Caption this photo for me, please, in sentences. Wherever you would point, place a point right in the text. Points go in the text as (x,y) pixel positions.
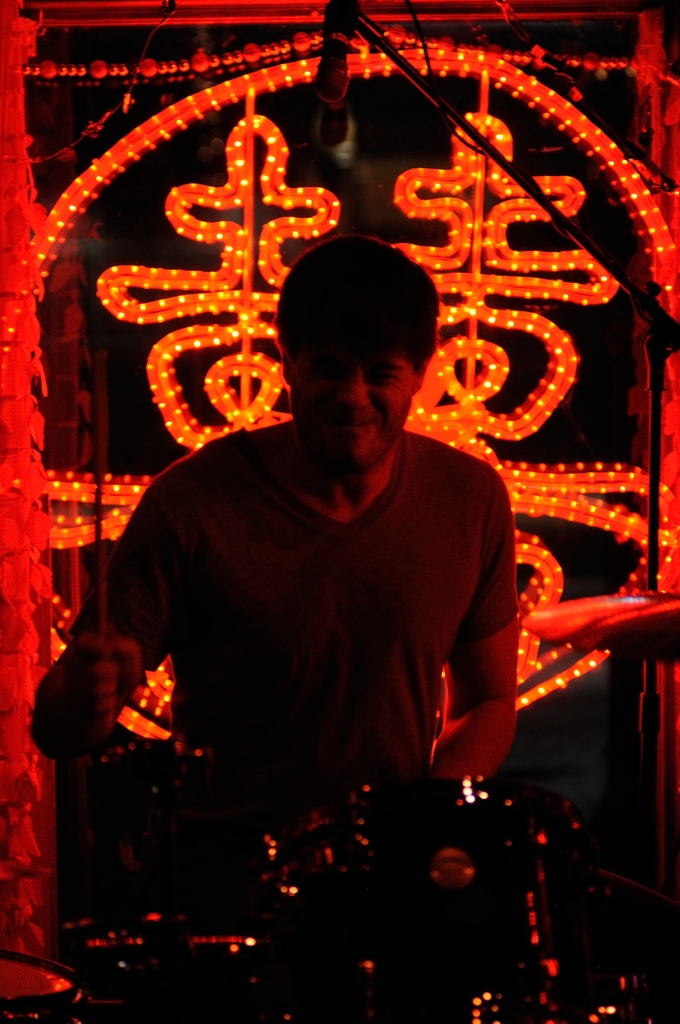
In this image in the front (309,857) there is a musical instrument (296,940). In the center (284,589) there is a person (311,587) standing and holding stick (104,567) in his hand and having some expression on his face (320,434) and there is a mic (326,52) and stand (652,377). In the background (251,243) there lights (204,226).
